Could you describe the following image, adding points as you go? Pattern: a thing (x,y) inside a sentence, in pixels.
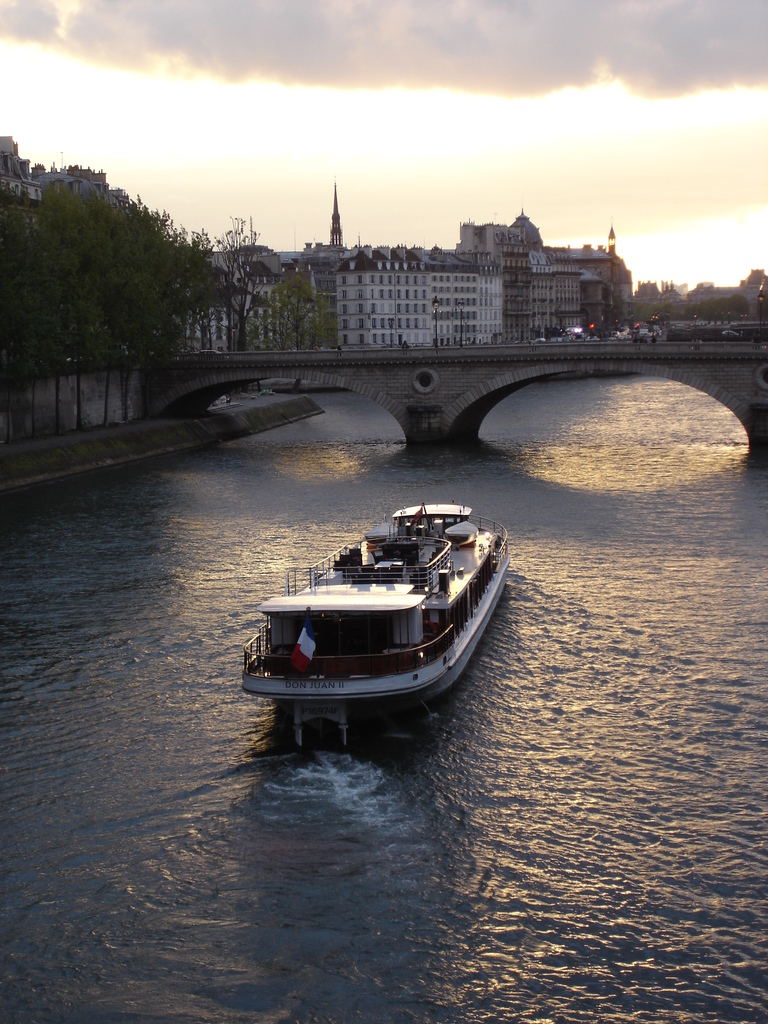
In the center of the image (306,606) we can see ship (270,617) on the water (230,632). In the background (35,340) we can see bridge (477,353), trees (188,329), buildings (490,290), lights (590,326), sky (477,179) and clouds (392,44).
